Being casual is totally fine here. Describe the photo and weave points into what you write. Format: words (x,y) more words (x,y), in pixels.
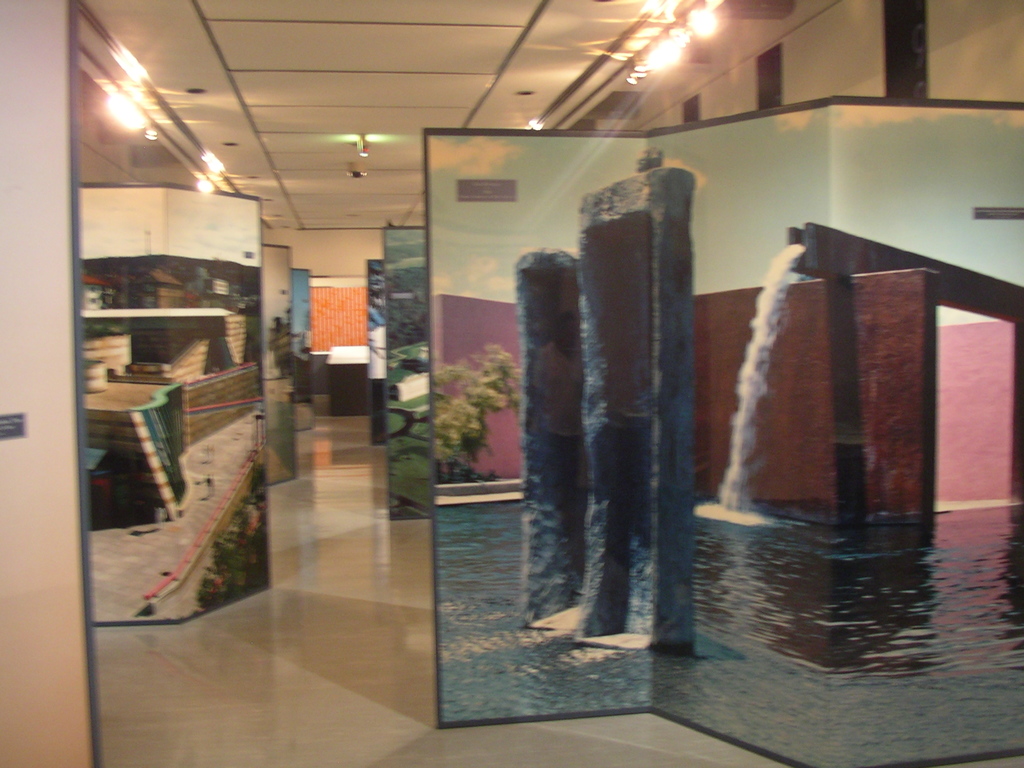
In this image, we can see boards (687,592) on the floor (188,688) and in the background (111,99), there are lights (681,43) and we can see some tables (341,368) and a wall (789,56). At the top (360,50), there is a roof (273,69).
